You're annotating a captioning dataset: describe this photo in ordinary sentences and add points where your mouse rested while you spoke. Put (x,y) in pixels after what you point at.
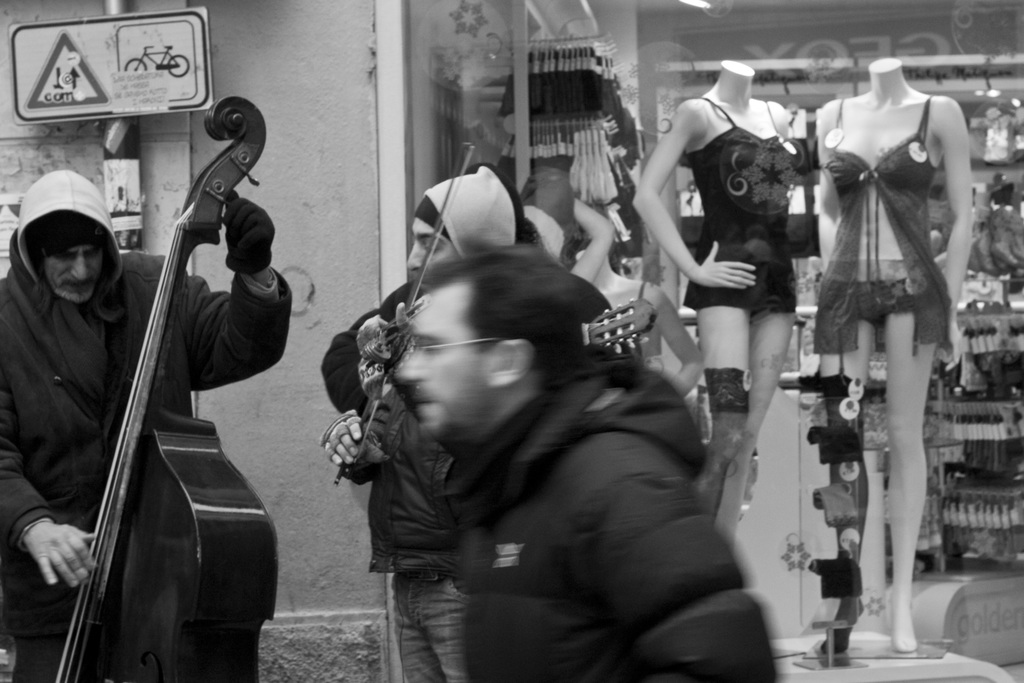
In this picture there is a man (527,473) wearing black jacket (561,615) and walking on the road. Behind there are two men (36,277) standing and playing a double bass (223,526) and a violin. Behind there is a cloth shop (852,68) with two mannequin (736,297) wearing a black top (833,284) and standing, behind the glass (888,499).
